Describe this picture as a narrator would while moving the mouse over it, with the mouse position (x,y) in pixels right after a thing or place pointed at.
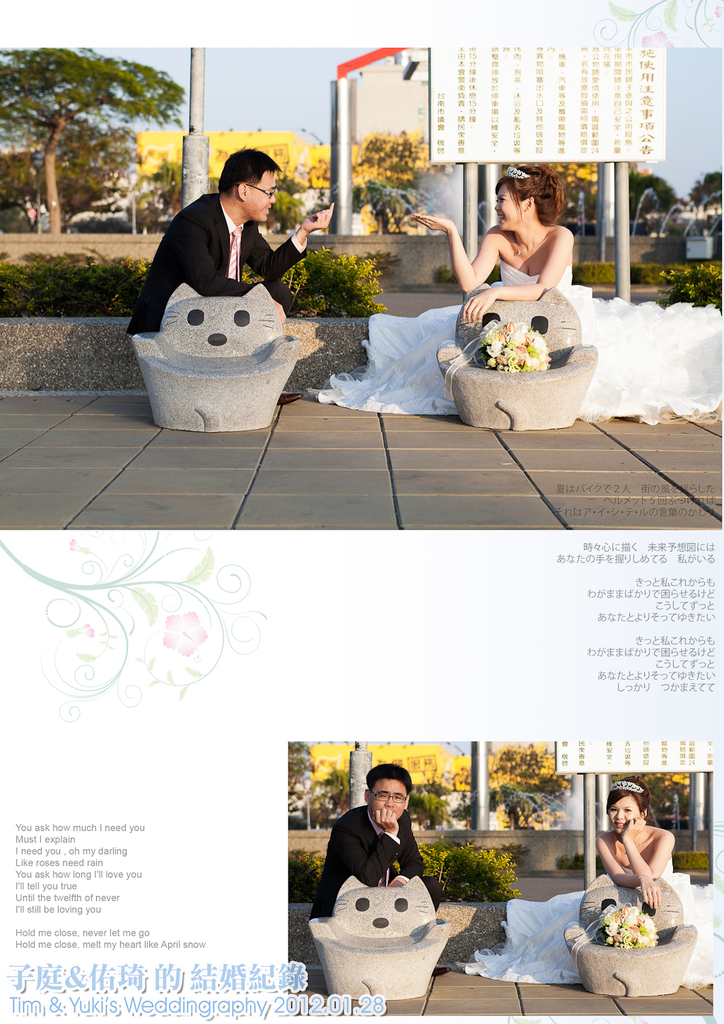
In this image I can see replica of two pictures (108,433) visible in the picture I can see two persons (272,279) and two chairs (532,401) and on the chair (551,397) I can see flower bouquet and woman (647,351) wearing a white color dress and man (211,222) wearing a black color dress (153,298) and poles (346,90) and trees (67,157) and the sky (316,76) visible at the top (337,134), at the bottom (196,965) I can see text (647,661).
